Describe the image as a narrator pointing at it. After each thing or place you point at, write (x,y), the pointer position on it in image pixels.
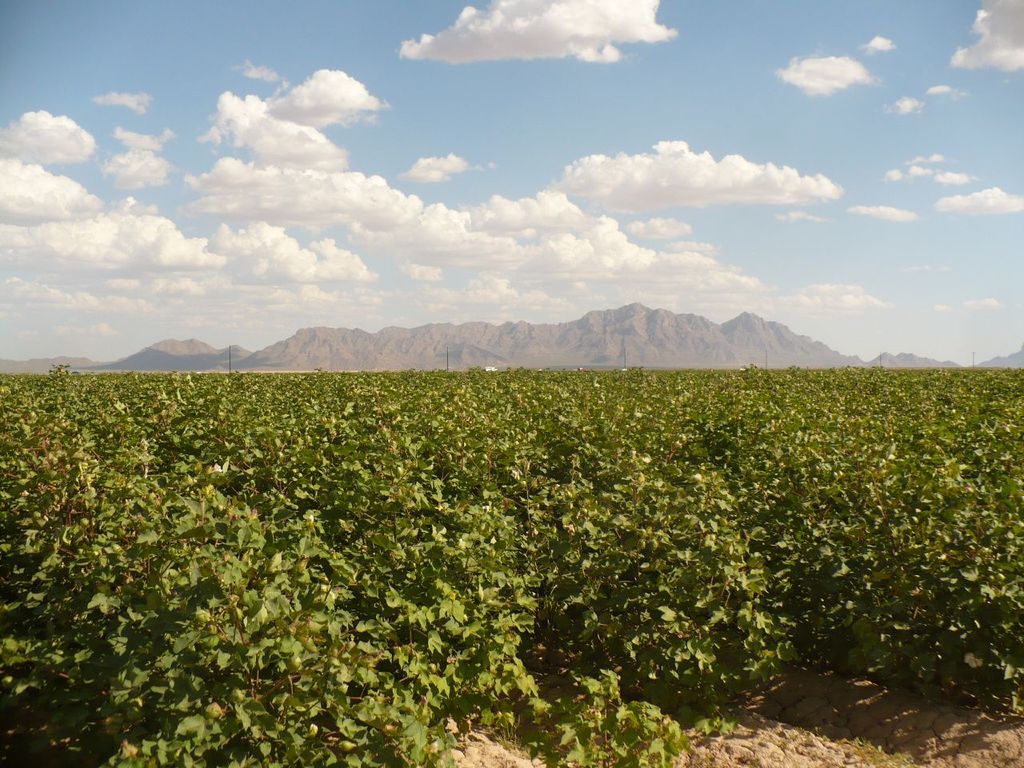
In this picture I can observe some plants (497,467) on the land (796,669). In the background (234,362) I can observe hills (445,328) and some clouds (382,183) in the sky (361,195).
